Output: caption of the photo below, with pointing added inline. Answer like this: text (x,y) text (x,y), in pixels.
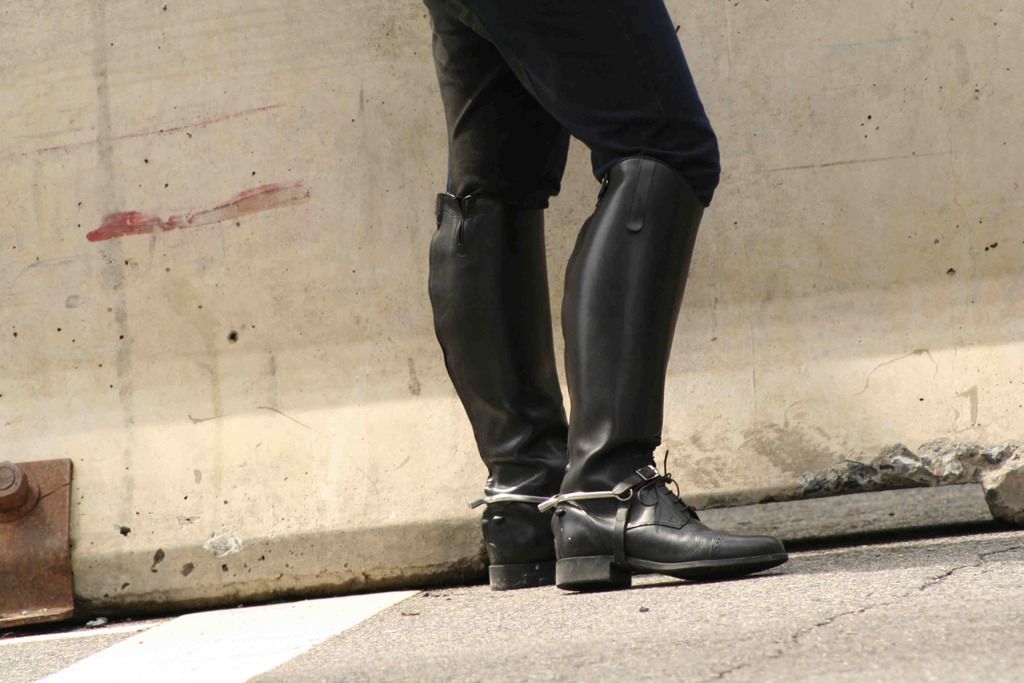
In this picture person (573,446) is standing on the floor (499,592). At the back side (269,431) there is a wall (207,368).
